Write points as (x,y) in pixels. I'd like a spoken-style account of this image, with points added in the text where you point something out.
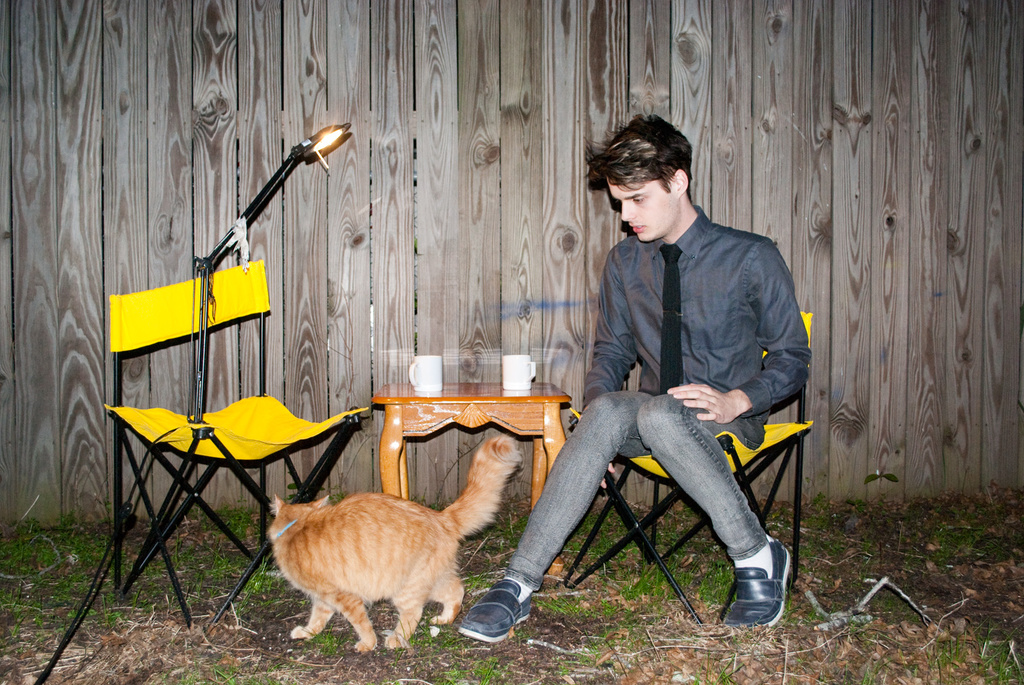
In this picture we have 2 chairs (745,450). On one chair (657,559) a boy (646,402) is sitting and we have a table (492,396) with 2 mugs (416,382) on it. here we can see a cat (300,535) on the grass (221,566).
